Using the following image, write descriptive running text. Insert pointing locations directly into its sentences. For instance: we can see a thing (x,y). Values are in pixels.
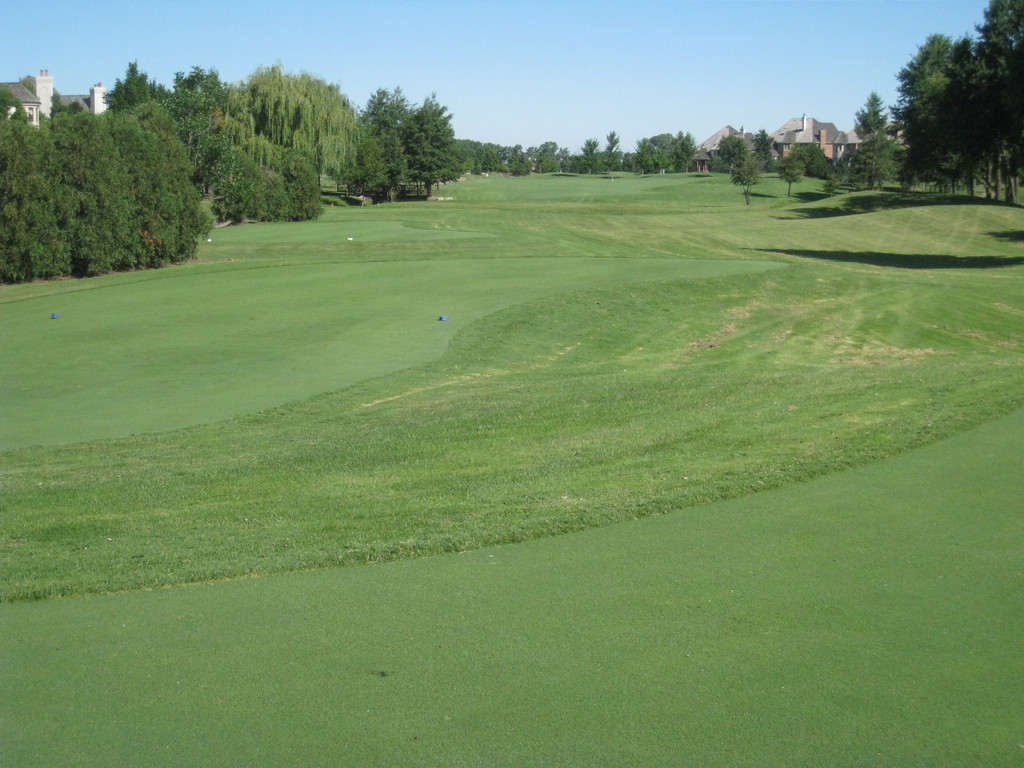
In this image we can see some houses (711,151), some objects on the ground (342,682), some big trees (476,156), some grass (680,188) on the ground (768,268) and at the top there is the sky (360,59).
